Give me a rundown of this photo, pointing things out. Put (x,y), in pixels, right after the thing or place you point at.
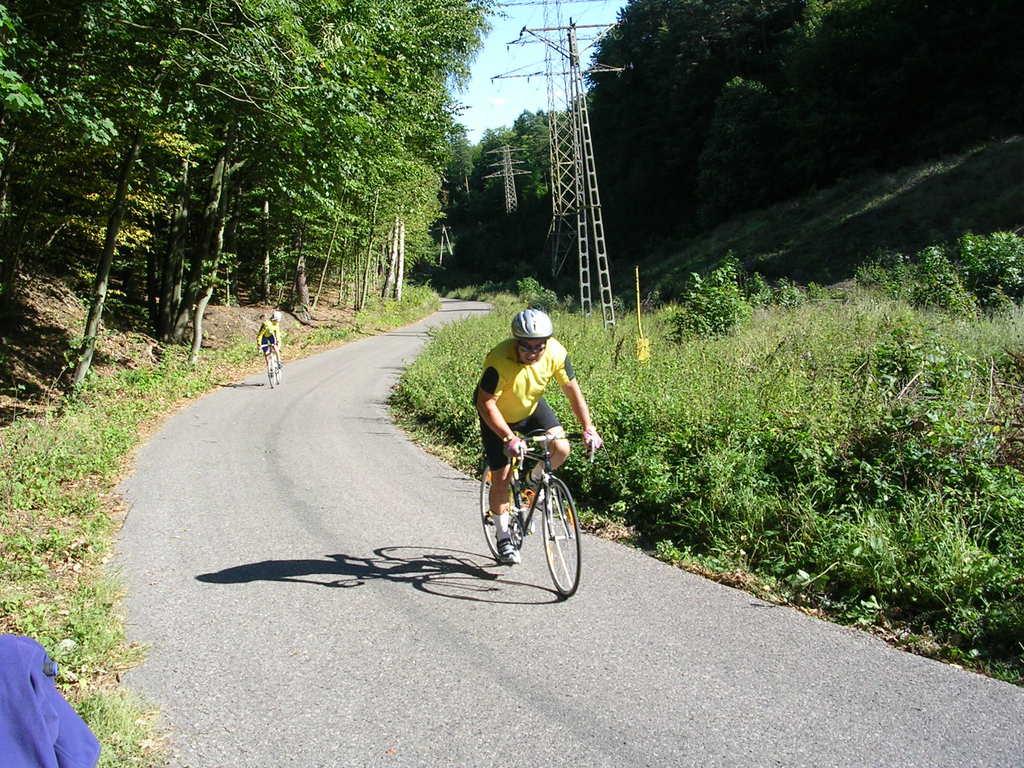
In this picture we can see two persons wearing a helmet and riding the bicycles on a road (319,515). We can see some plants (83,706) on the right (684,475) and left side of the road (292,380). There are a few towers (575,35) and trees (335,94) are visible in the background (364,144).
